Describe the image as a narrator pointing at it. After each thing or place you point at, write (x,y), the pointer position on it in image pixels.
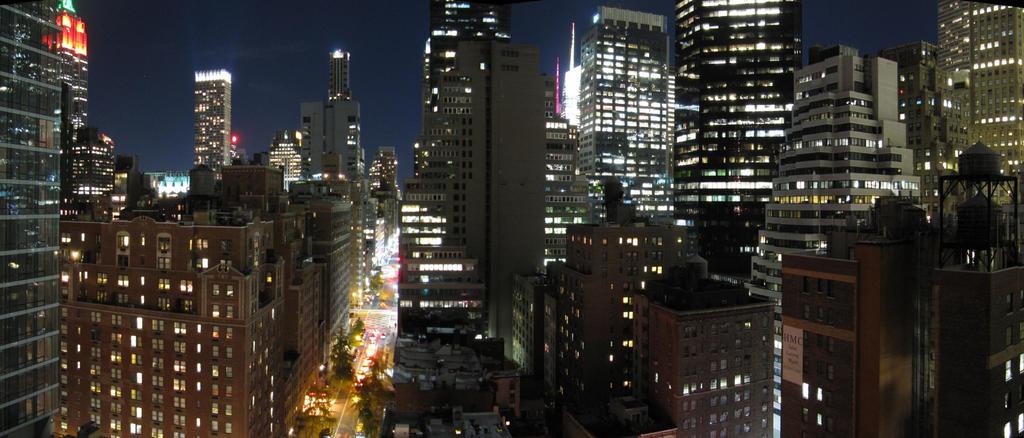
In the picture I can see so many buildings (436,180), lights (367,365), trees (349,364) and vehicles (359,375) are moving on the road (385,318).
